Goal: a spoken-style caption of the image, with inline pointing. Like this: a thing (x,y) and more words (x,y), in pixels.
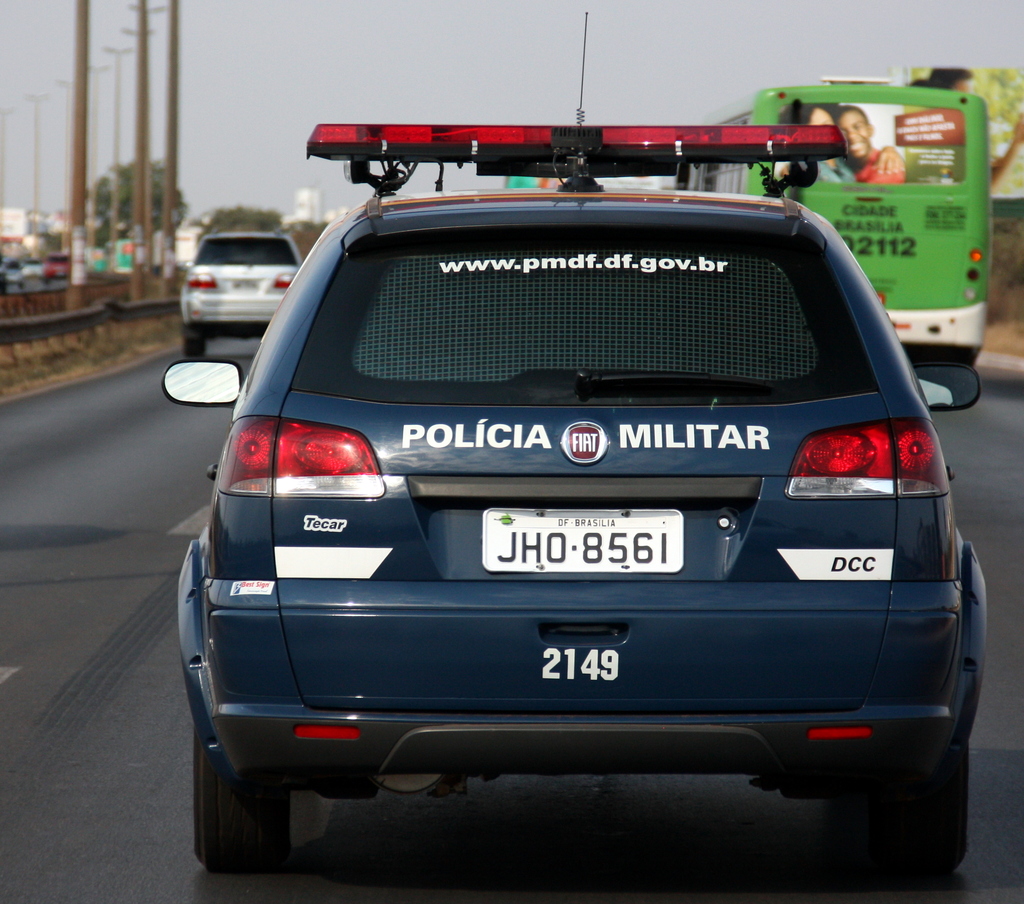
This image is taken outdoors. At the bottom of the image (133,750) there is a road (164,523). In the middle of the image (631,536) two cars (378,387) and a bus (798,96) are moving on the road (235,349). At the top of the image (447,173) there is a sky (787,31). On the left side of the image (82,168) there are a few trees (160,218), buildings (302,194), poles (168,205) and a few boards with text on them. A few cars (36,270) are moving on the road (113,405).
